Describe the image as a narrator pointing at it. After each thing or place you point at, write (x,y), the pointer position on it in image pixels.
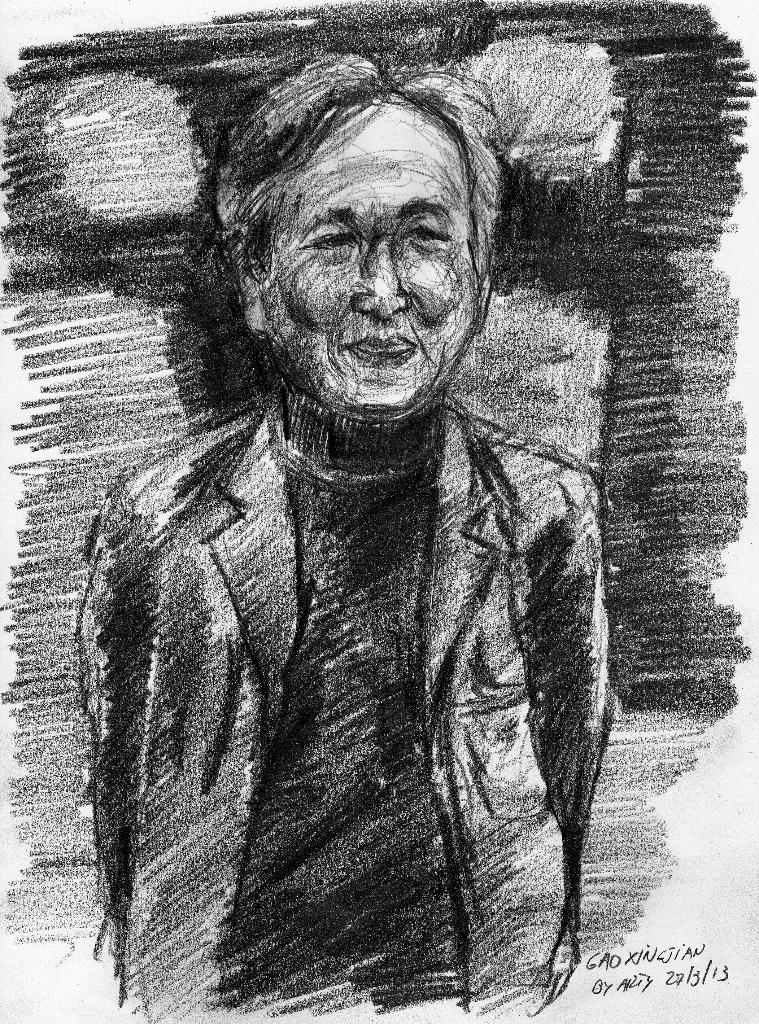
In this image we can see a sketch (351,345) of a person (388,520) and some text (657,980) at the bottom (646,982).
